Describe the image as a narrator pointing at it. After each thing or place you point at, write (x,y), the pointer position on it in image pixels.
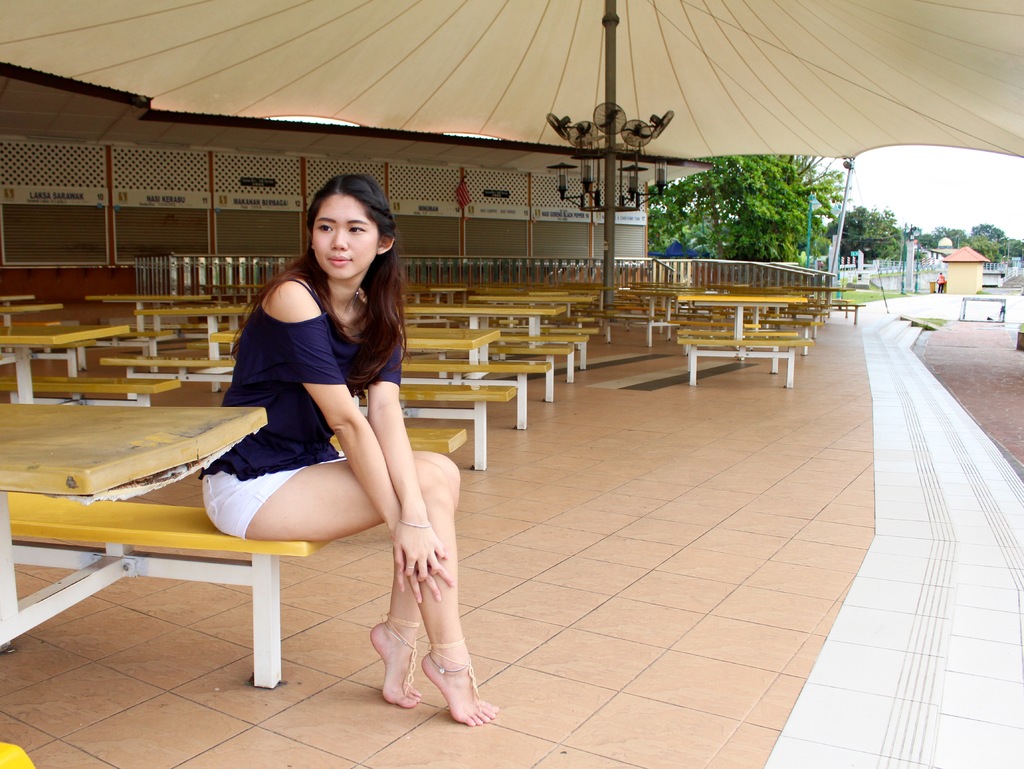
In this image we can see a woman (327,200) sitting on a chair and she is on the left side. In the background (481,298) we can see a few tables (671,314) and a tree (709,194).
